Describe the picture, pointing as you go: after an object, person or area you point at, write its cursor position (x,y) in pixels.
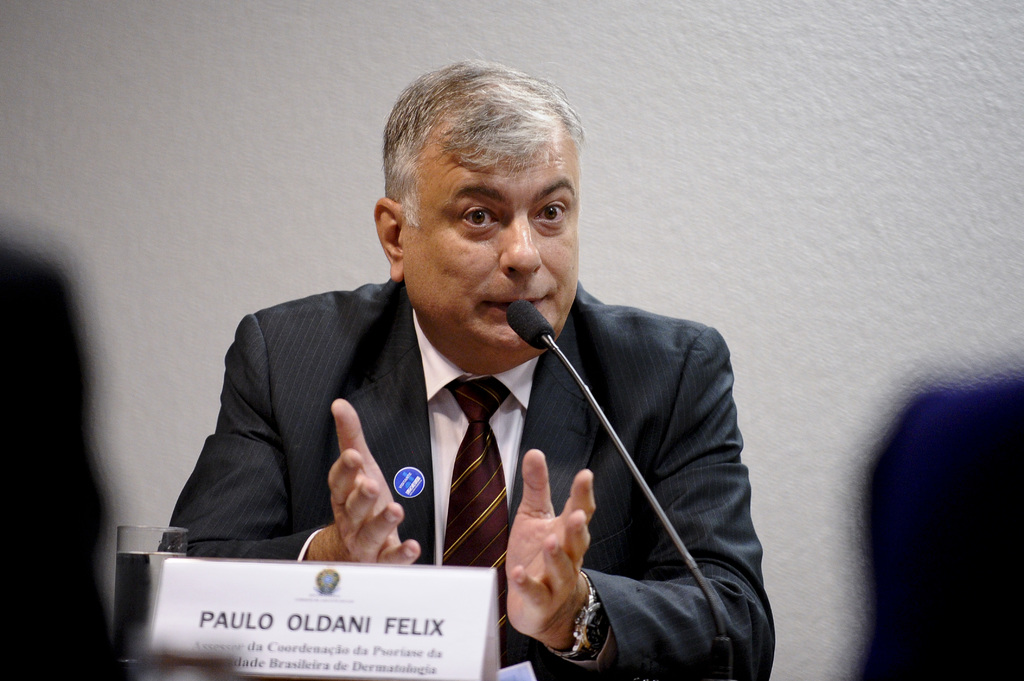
This image consists of a person (352,305). He is wearing a blazer (318,335) and tie (455,508). There is a name board (246,602) and glass (128,595) in front of him. There is mic (725,661) in the middle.
